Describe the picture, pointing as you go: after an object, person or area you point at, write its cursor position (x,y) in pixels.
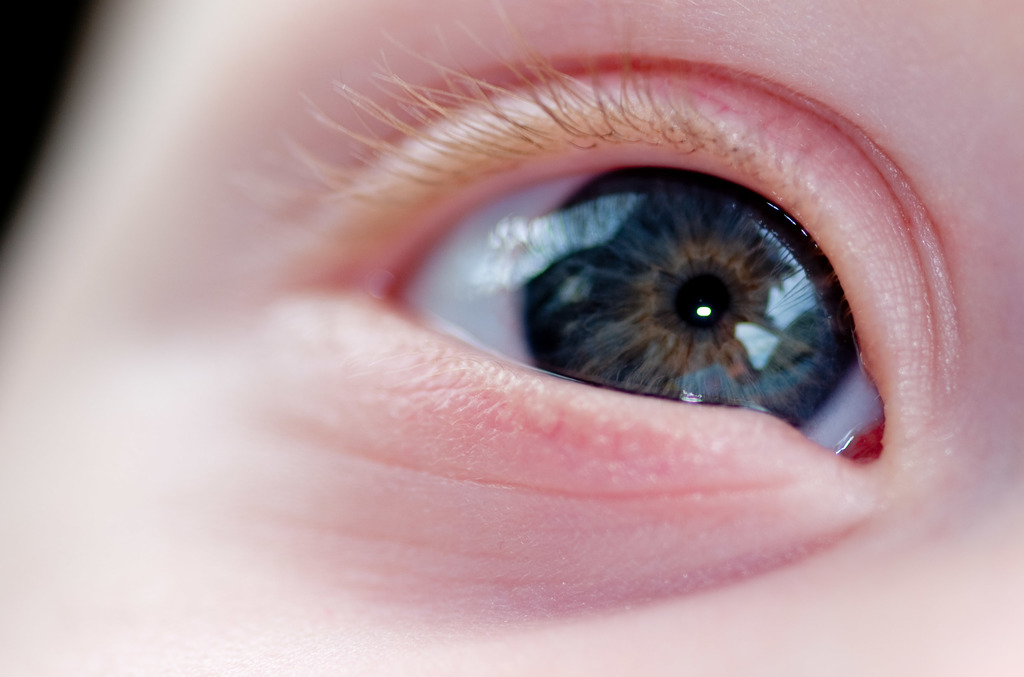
In the image there is a person eye (515,179) with black eyeball (575,300).
